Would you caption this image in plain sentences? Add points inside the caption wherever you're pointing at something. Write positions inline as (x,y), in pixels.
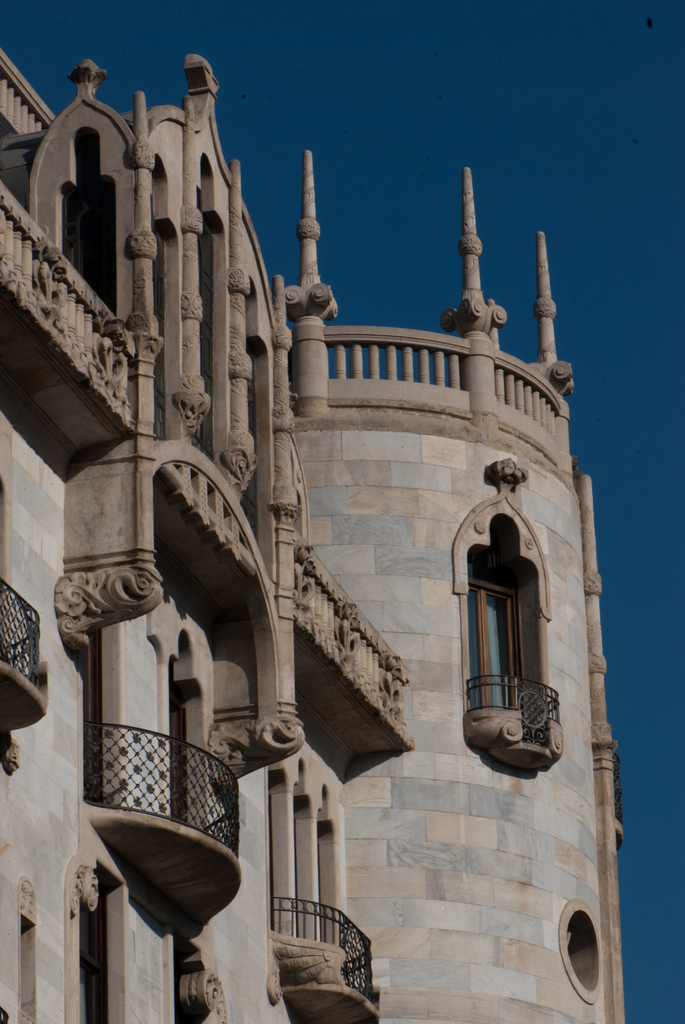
In this picture we can see a building (302,841), there are many balconies (326,971) here, we can see a glass window (514,650) here, there is the sky (484,84) at the top of the picture (472,69).
